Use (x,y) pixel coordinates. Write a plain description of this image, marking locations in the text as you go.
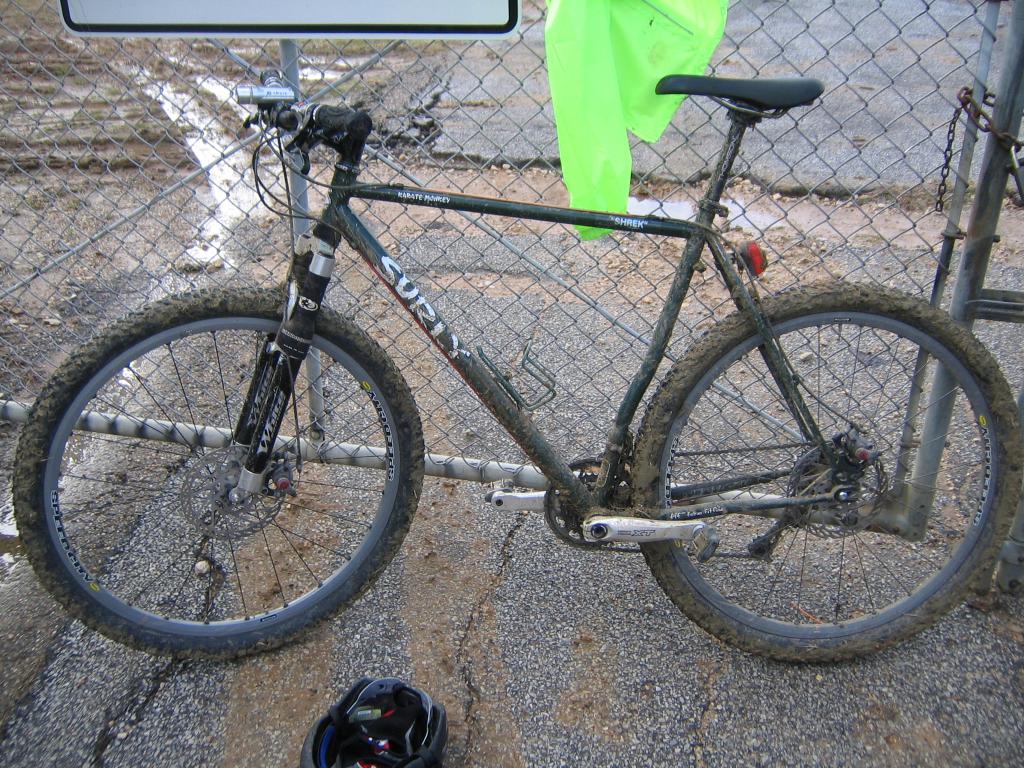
In this image, we can see a bicycle (309,348). Behind the bicycle (626,433), there is a mesh (920,194), poles (1004,173), board (241,22), some cloth (599,73) we can see here. Right side of the image (973,112), we can see a chain (980,123). At the bottom (346,749), there is a helmet (390,714) on the ground (582,733).
